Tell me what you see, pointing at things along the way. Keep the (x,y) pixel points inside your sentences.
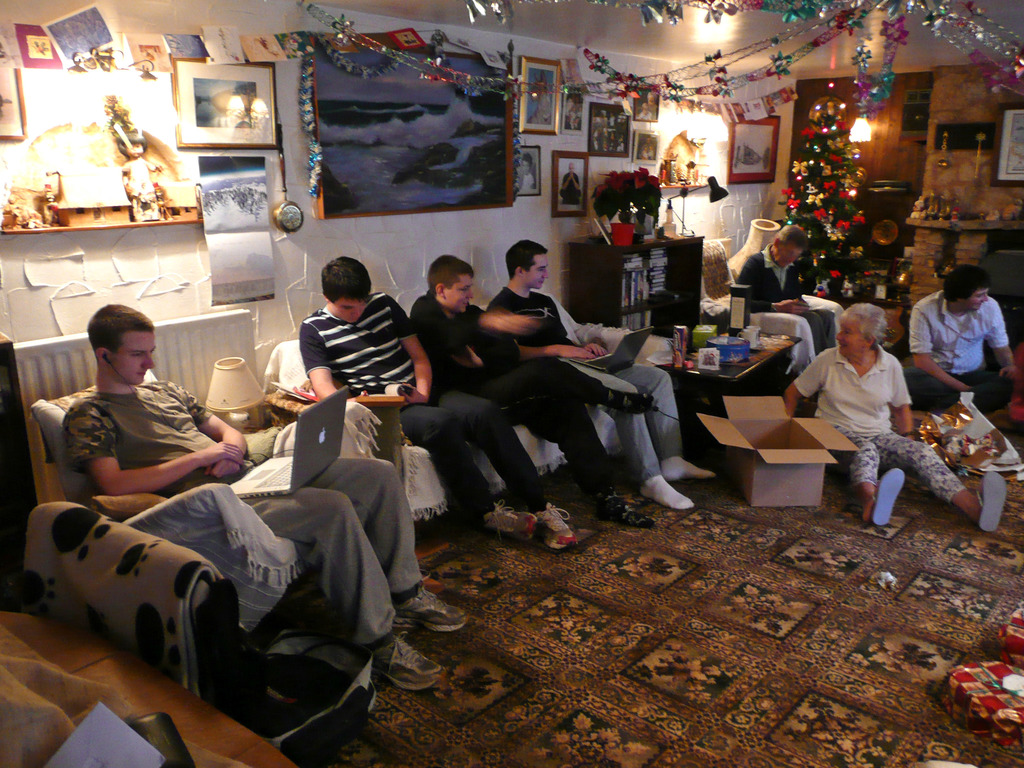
This is an inside view of a room (31,263). Here I can see few people (482,430) are sitting on a couch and chairs (276,539). On the right side (931,381) two persons (933,373) are sitting on the floor (926,580). Here I can see a card box (820,428) and some other objects (947,457). Beside these people (799,381) there is a cupboard (663,310) and a table (716,380) on which a house plant (623,196), lamp (678,234) and some other objects (719,355) are placed. In the background (841,232) there is a Christmas tree (804,208). At the top of the image (424,167) there are many frames (377,108) attached to the wall (676,121).
